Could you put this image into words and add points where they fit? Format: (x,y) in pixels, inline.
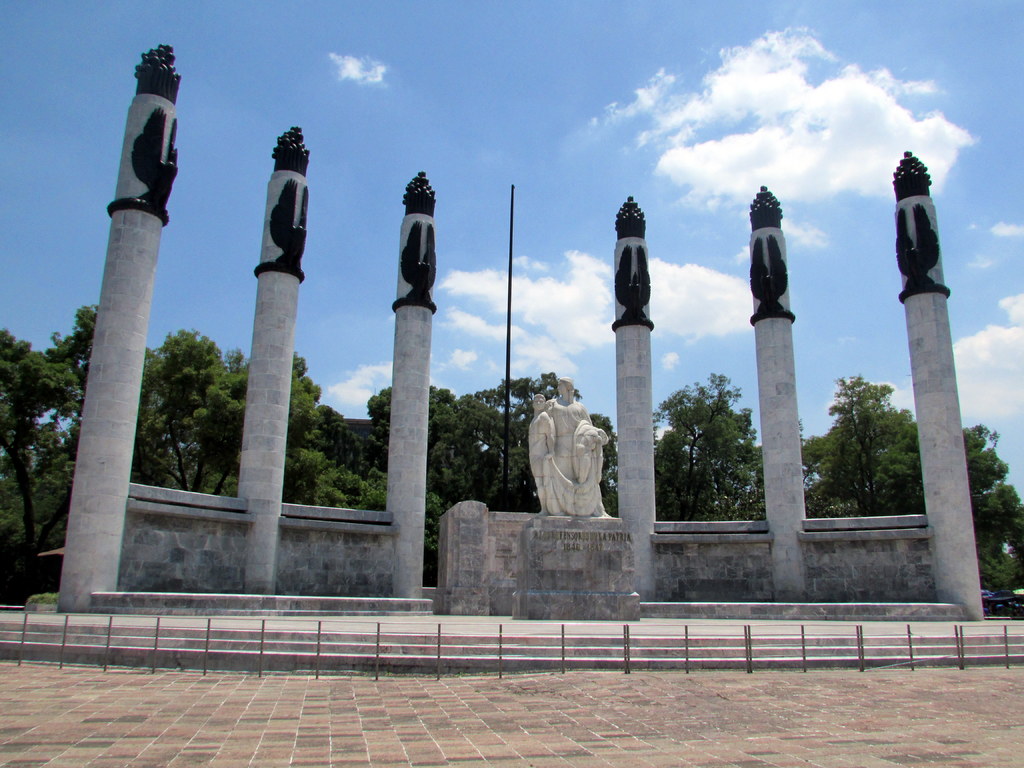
At the bottom of the image (987,647) we can see a fencing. Behind the fencing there is a statue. Behind the statue (551,401) there are some poles (116,463) and pillars (950,506). Behind them there are some trees (77,324). At the top of the image (36,159) there are some clouds (998,352) in the sky (907,3).
